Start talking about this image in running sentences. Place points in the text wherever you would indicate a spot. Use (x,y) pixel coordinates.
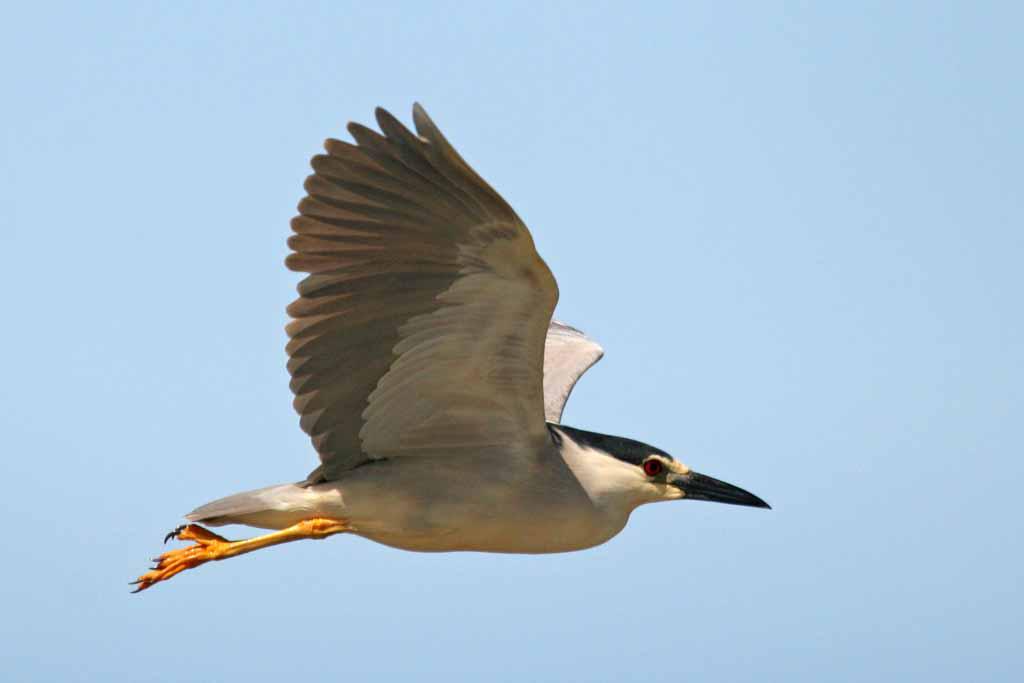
In this image we can see a bird (446,431) flying and in the background (709,319), we can see the sky (696,388).
